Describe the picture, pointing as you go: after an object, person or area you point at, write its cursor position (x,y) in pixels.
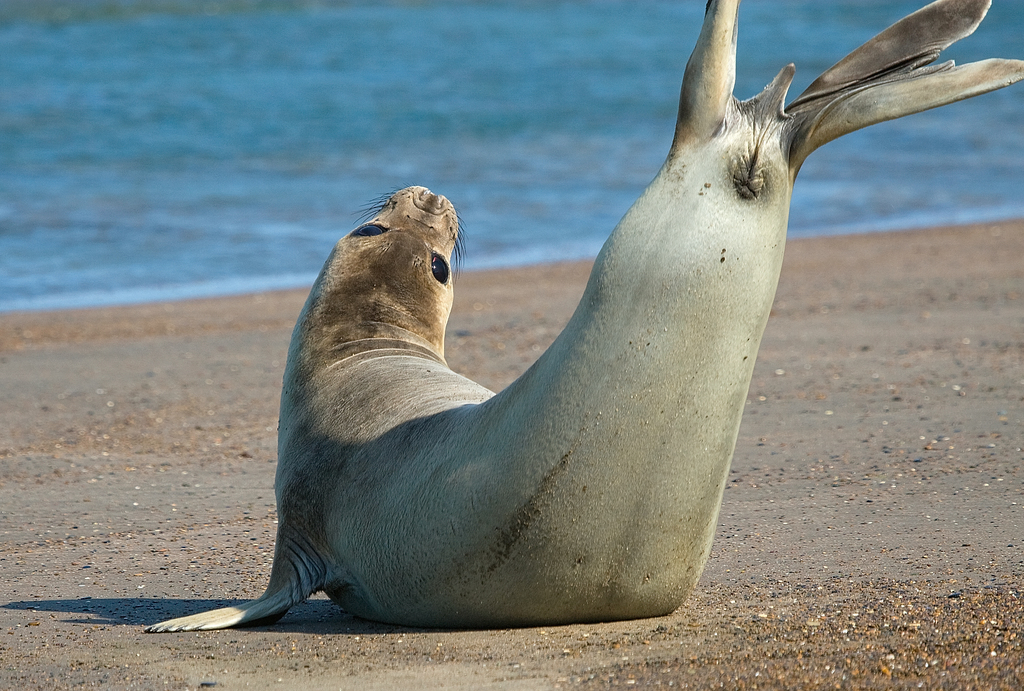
Here we can see a seal (413,409) on the sand (72,427). In the background (404,153) we can see water (400,77).
